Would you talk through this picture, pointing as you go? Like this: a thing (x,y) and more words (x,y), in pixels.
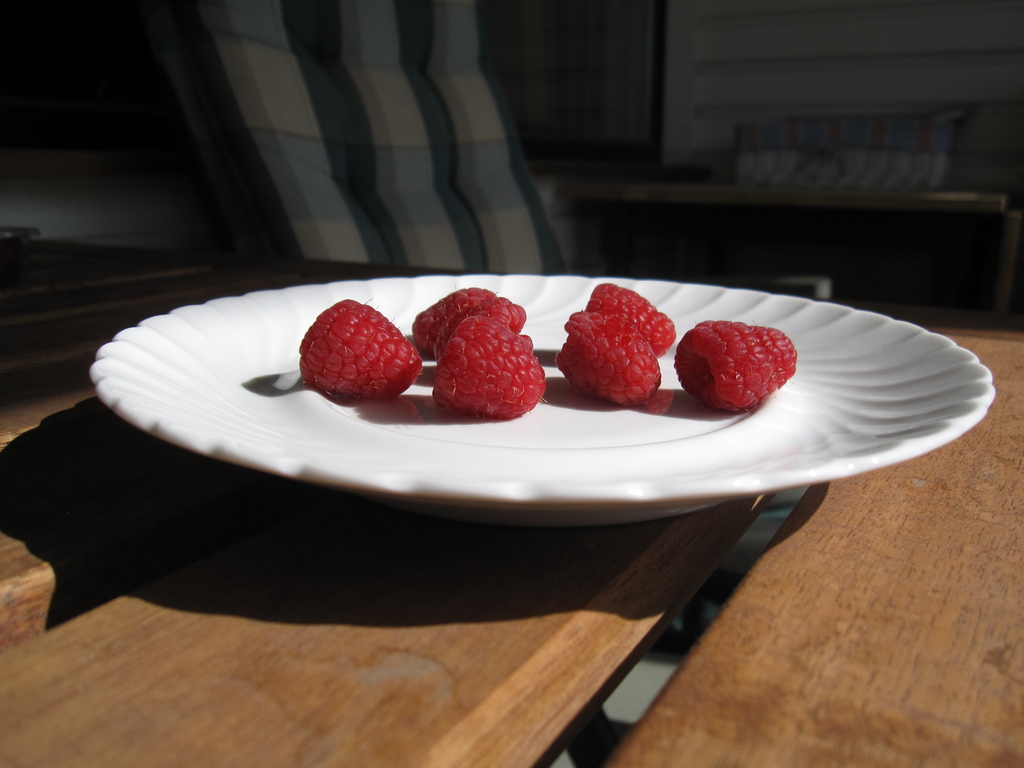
As we can see in the image there is a table (430,669), chair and a wall (850,78). On table (260,647) there is a plate (217,321). In plate (779,424) there are raspberries (365,339).
